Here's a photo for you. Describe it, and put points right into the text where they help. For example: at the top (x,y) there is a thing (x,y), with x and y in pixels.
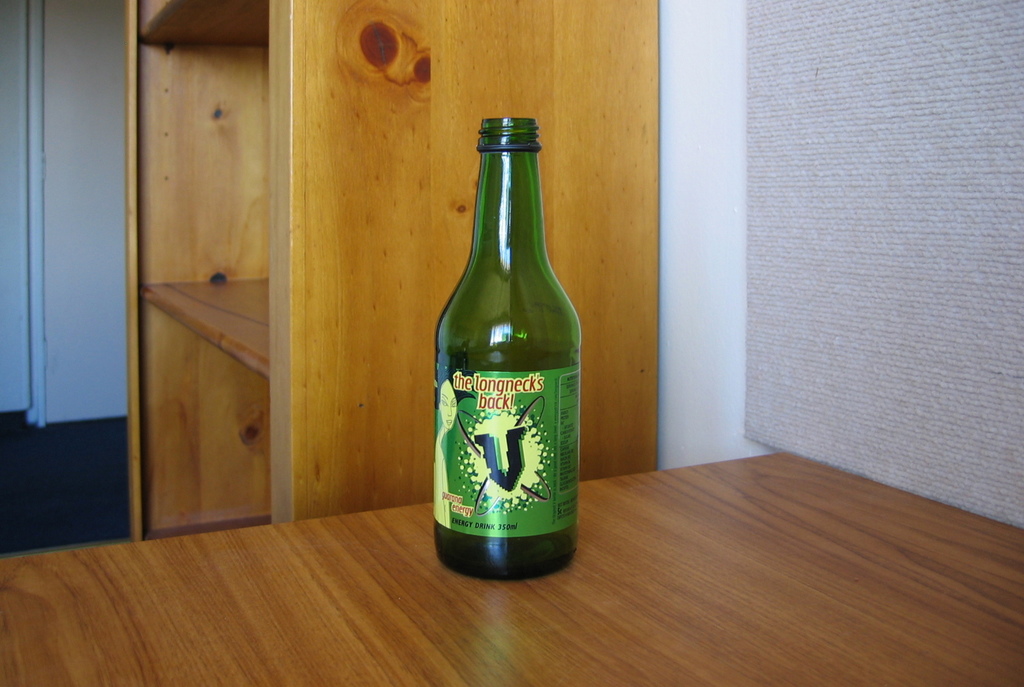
In this picture there is a green bottle (511,183) placed on the table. The long necks back is written on it and a symbol of V (491,441) is named on it. There is a shelf (349,246) in the background (334,243) which is empty. Both the shelf (207,503) and the table (303,590) is brown in colour.
